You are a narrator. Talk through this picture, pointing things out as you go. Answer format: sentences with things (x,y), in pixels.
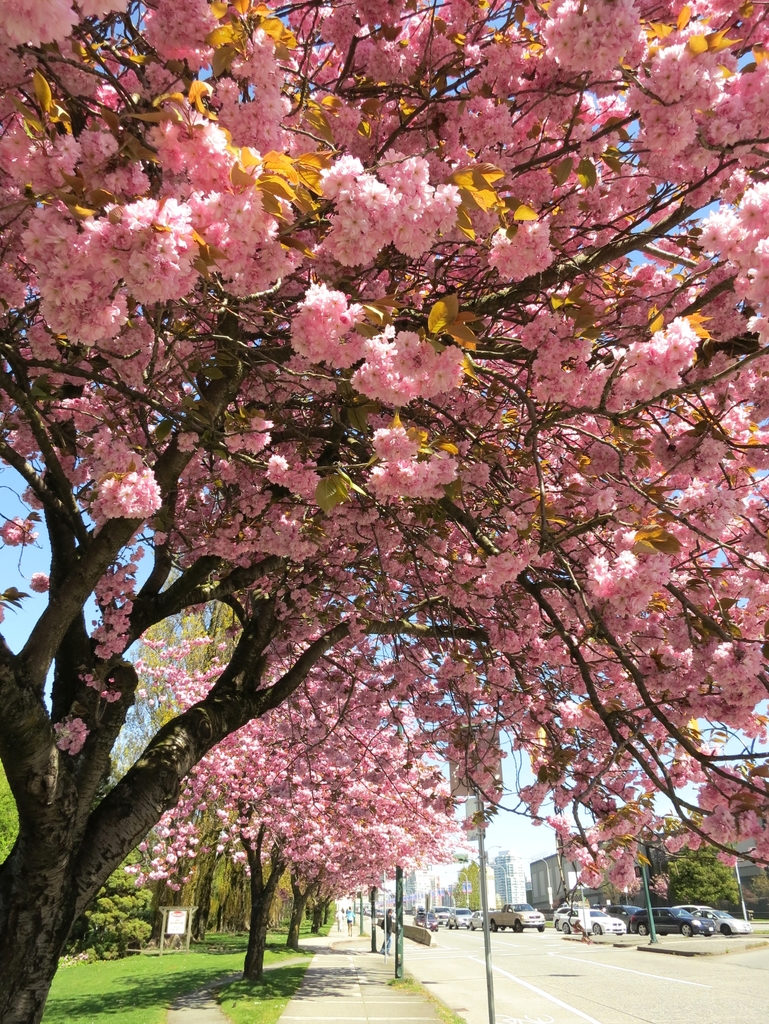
In this picture we can see there are trees (48,867), grass (106,977) and poles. On the right side of the trees (441,844), there are vehicles (624,906), road (412,916) and buildings (407,895). Behind the trees (423,592), there is the sky (33,546).
